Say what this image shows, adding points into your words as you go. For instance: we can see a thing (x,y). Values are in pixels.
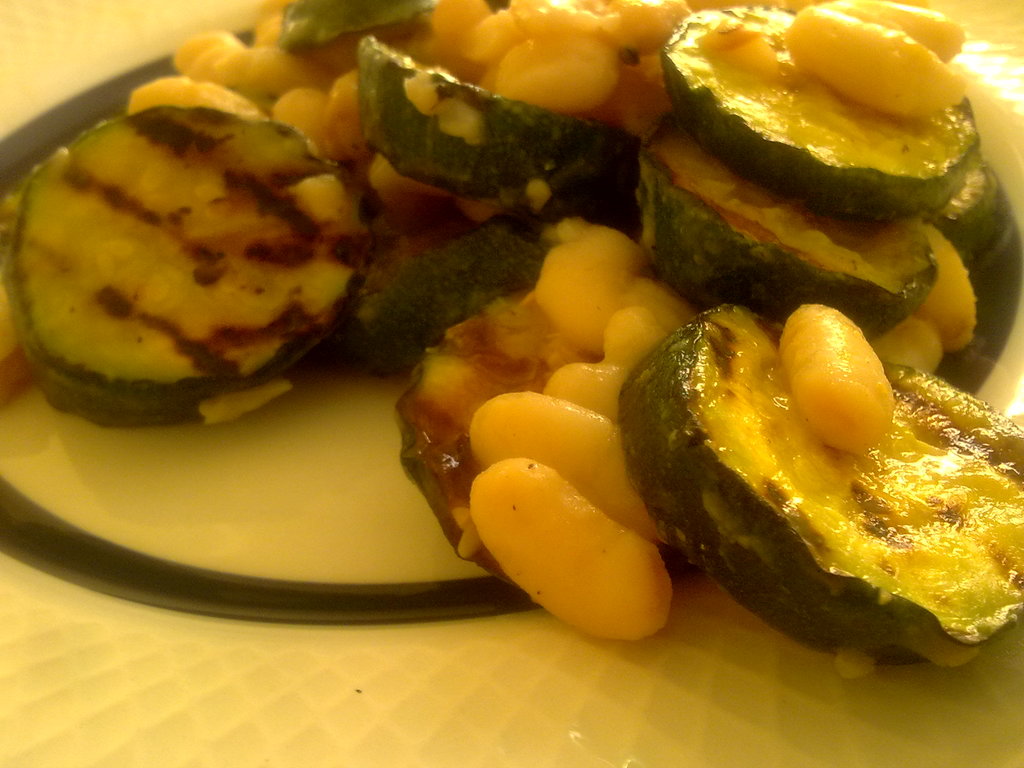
In this picture I can see a food item (732,388) on the plate (1019,692).
